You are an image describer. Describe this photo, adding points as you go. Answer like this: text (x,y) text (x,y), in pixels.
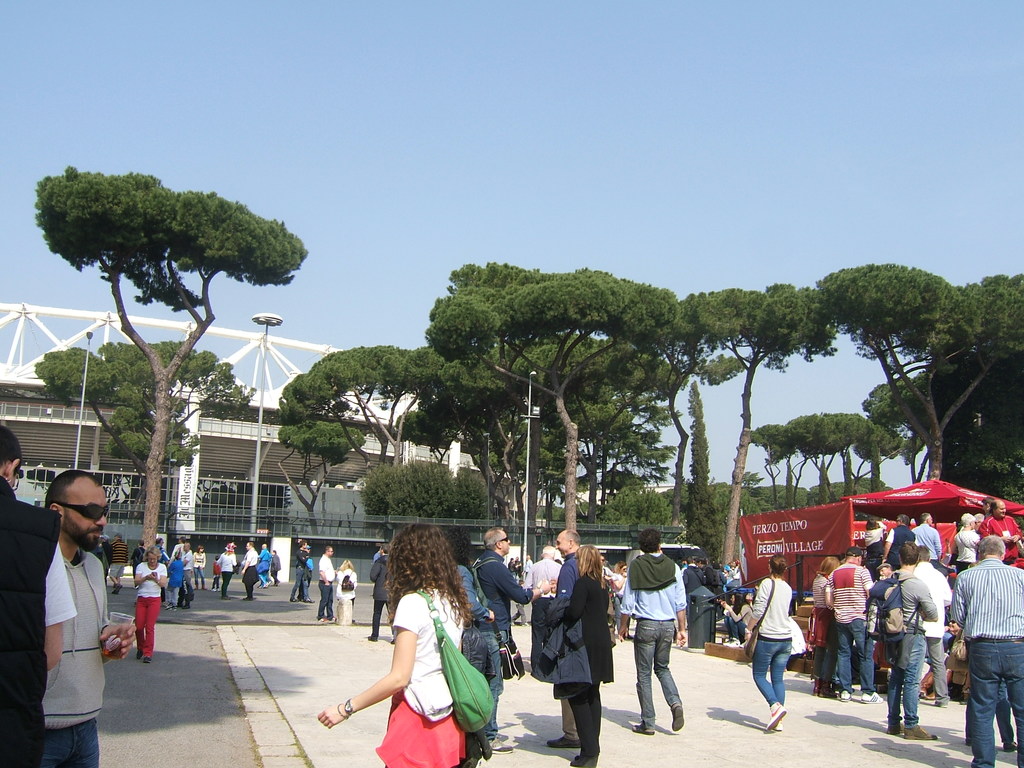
In this image I can see few people (891,706) some are standing and some are walking, in front (455,662) the person (428,664) is wearing white shirt (419,675), red short (416,718) and green color bag (488,696). Background (835,517) I can see a tent (817,514) in red color, a building (237,420) in white color, trees (559,466) in green color and the sky (530,222) is in blue color.
